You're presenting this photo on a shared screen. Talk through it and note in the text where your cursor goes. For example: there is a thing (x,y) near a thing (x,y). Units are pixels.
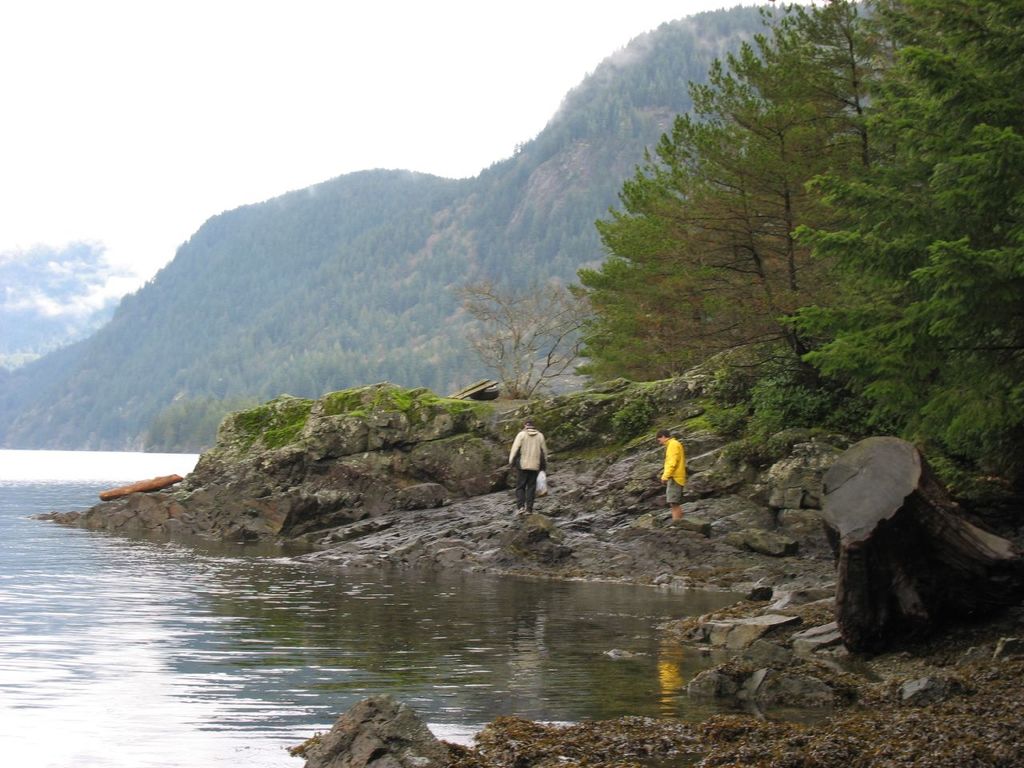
In this image we can see persons (523,474) standing on the rocks (475,513), hills (306,370), trees (707,156), water (166,470) and sky (147,96) with clouds (302,100).
